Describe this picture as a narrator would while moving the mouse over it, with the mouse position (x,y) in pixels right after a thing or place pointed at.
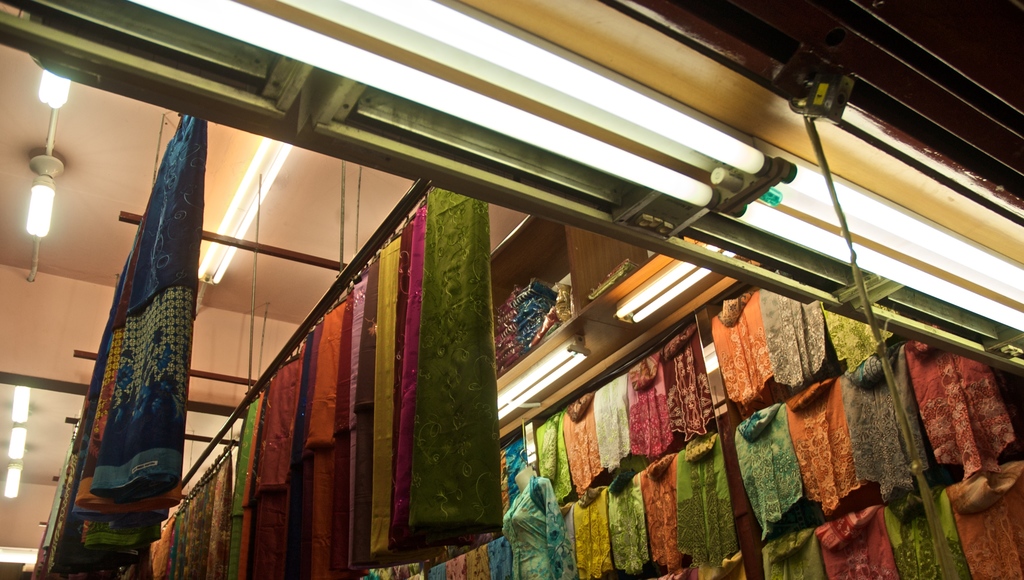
In the foreground of this image (366,502), there are many clothes (327,514) hanging to the rods (352,273) and also we can see few clothes (543,315) in the shelf (595,268) and lights (239,194) to the ceiling (104,191). At the top (858,28), there is a shutter (835,51) and few tube lights (731,165).
